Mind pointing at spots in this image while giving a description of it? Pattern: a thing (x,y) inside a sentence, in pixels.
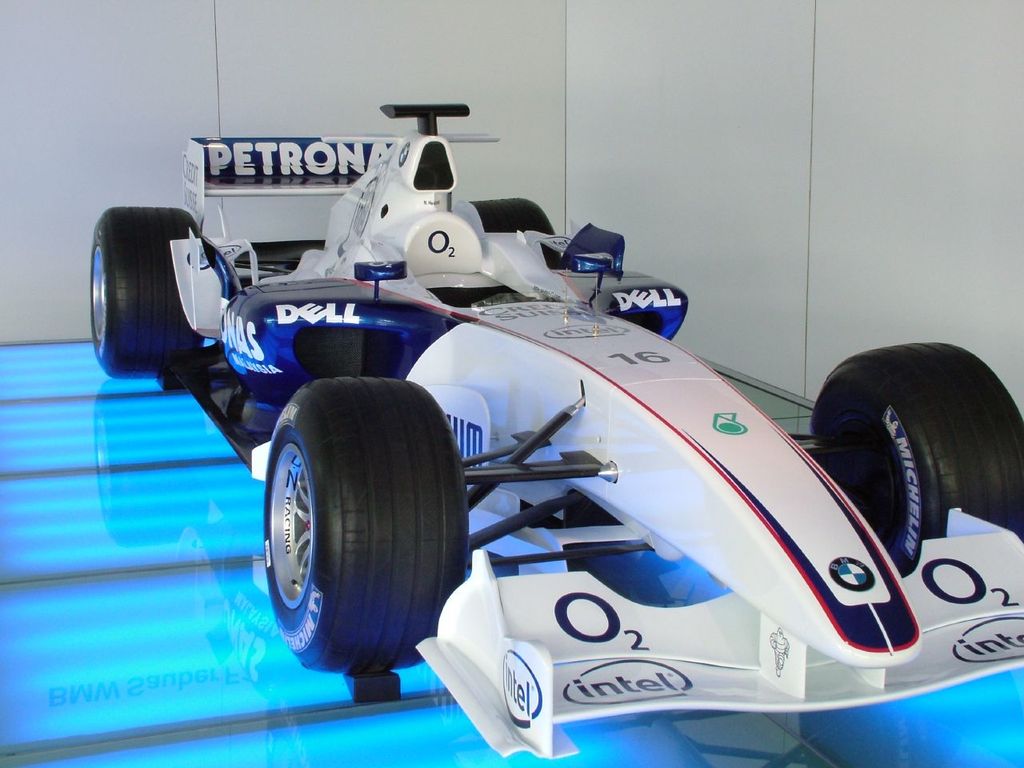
In this image we can see a racing car (476,325).
